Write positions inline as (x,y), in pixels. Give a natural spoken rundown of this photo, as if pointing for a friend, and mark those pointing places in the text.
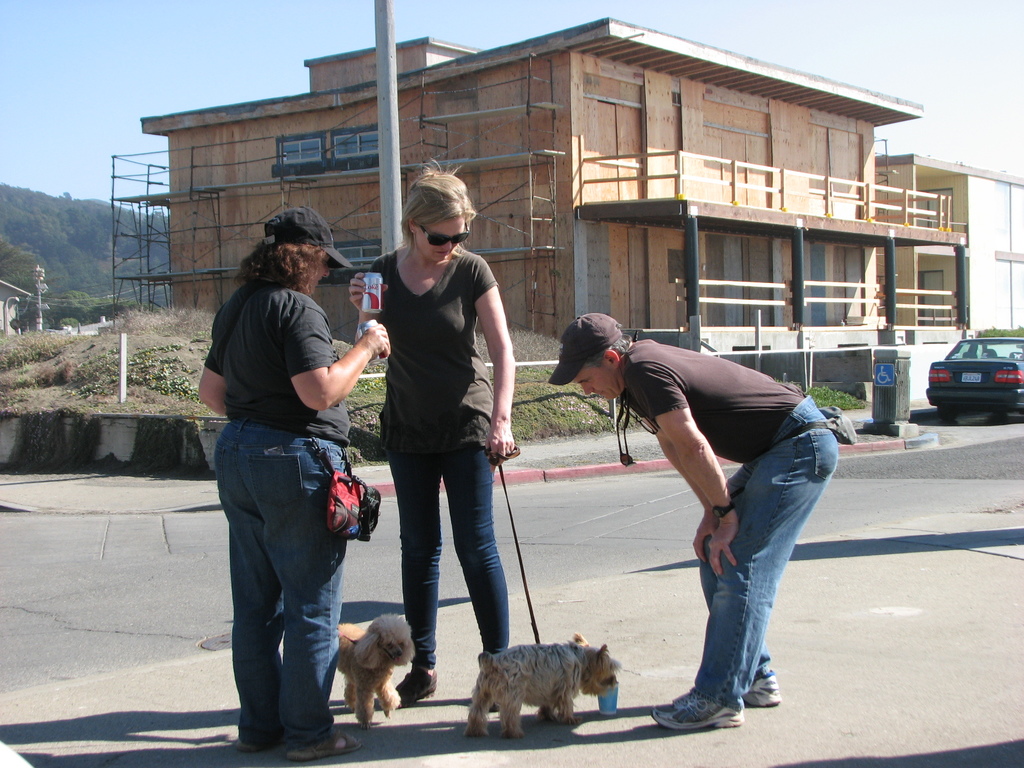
There are three members (337,400) standing here. One of them is holding a dog (510,677) on a leash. Another guy (634,378) is looking at the dog (573,662). There is a pole (399,178) behind them. In the background (628,234) there is a building (734,312) and a car (960,365). We can observe sky (134,70) here and some trees (73,235) there.
